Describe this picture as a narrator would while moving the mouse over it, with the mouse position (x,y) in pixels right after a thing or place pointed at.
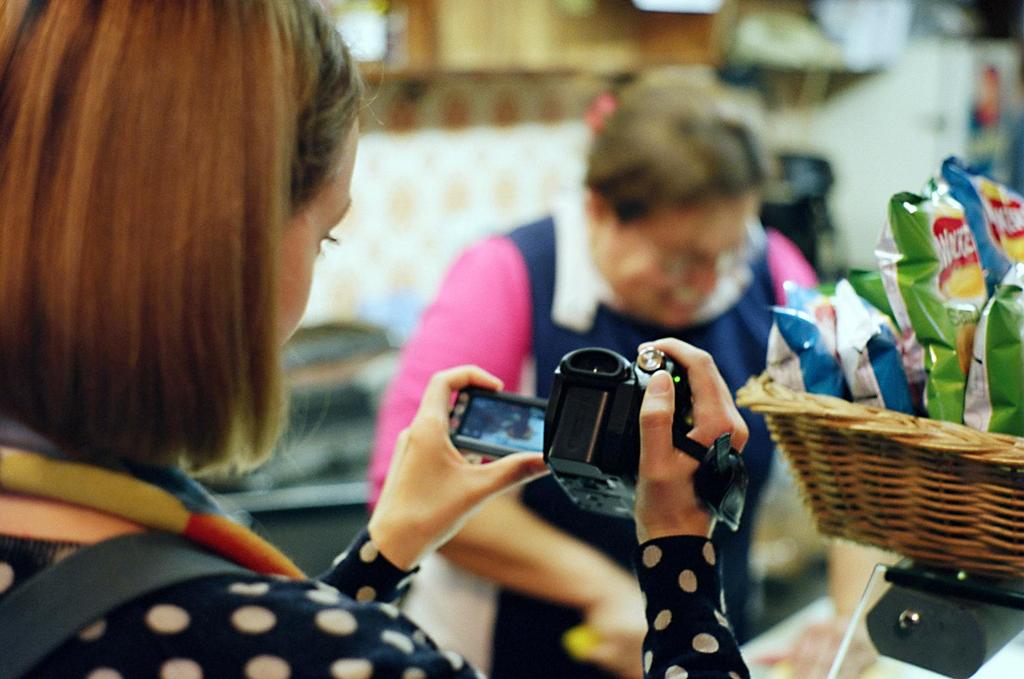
In this image we can see a lady (183,469) holding a camera (532,424). On the right side (883,436) there is a basket (880,431) with packets (882,345). In the back (568,264) there is another person (543,257). It is looking blur in the background (778,60).
